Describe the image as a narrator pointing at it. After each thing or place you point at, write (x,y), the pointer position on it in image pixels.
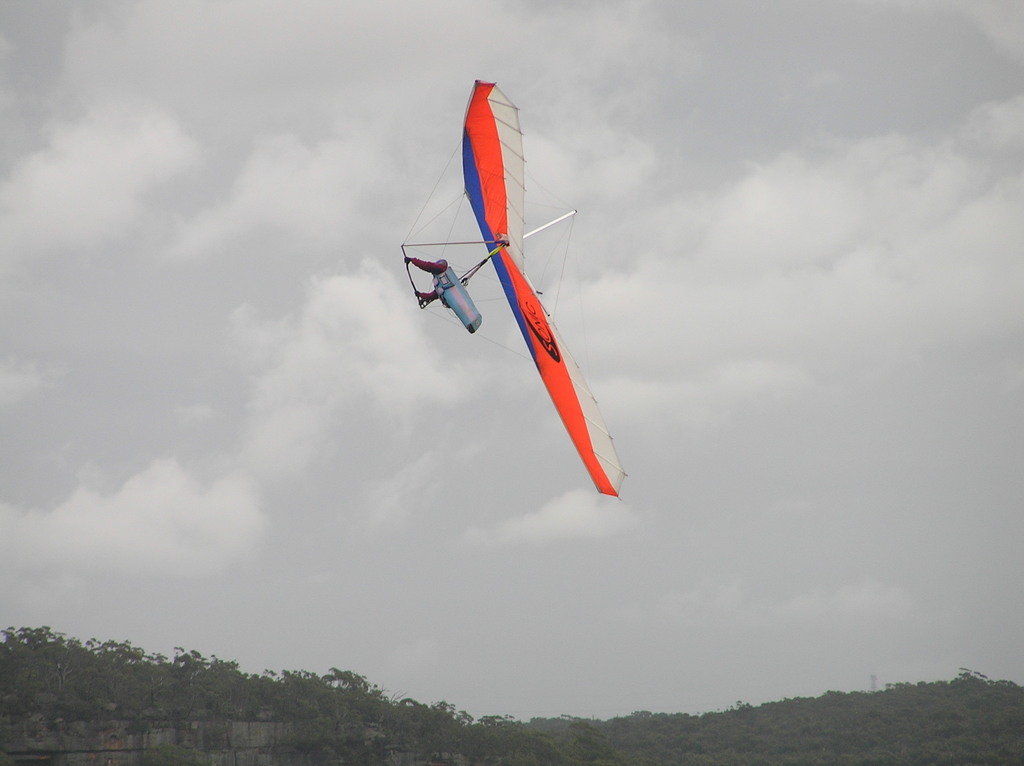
In this image there is a hang gliding (593,413), and at the bottom (317,682) there are trees (373,714) and wall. And in the background (697,437) there is sky (255,380).
